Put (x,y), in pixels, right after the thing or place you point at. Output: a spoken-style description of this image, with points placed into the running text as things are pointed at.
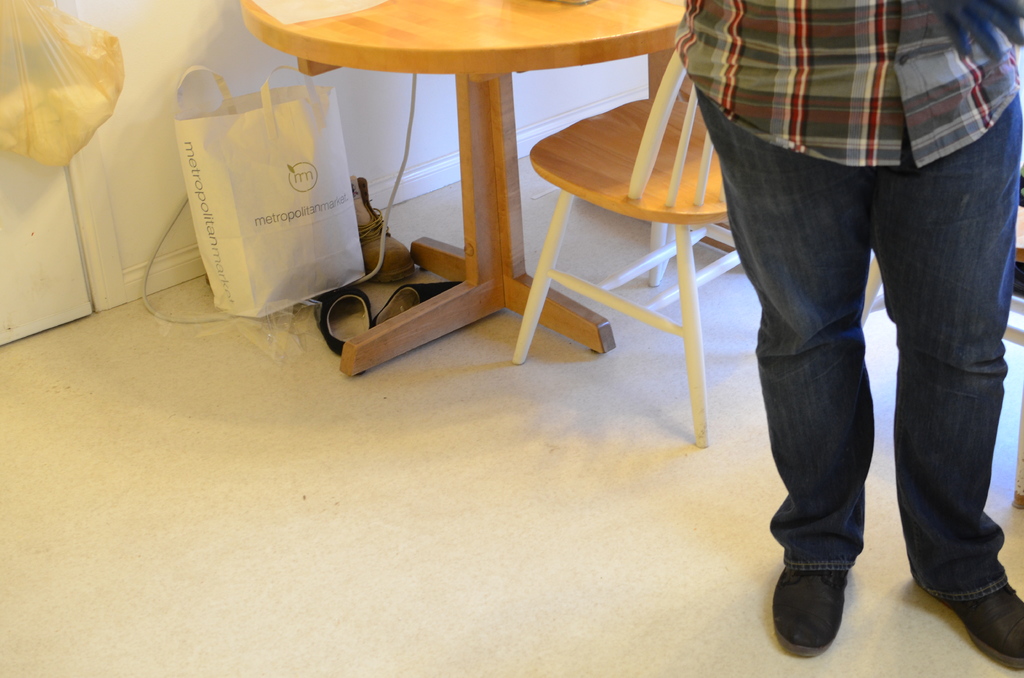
Here is a man (821,258) standing. This is a table (440,59) and an empty chair (635,125). I can see a white bag (306,166) under the table (315,67) and shoes (371,240). This looks like a polythene bag (57,100) hanging to the wall (110,19).
